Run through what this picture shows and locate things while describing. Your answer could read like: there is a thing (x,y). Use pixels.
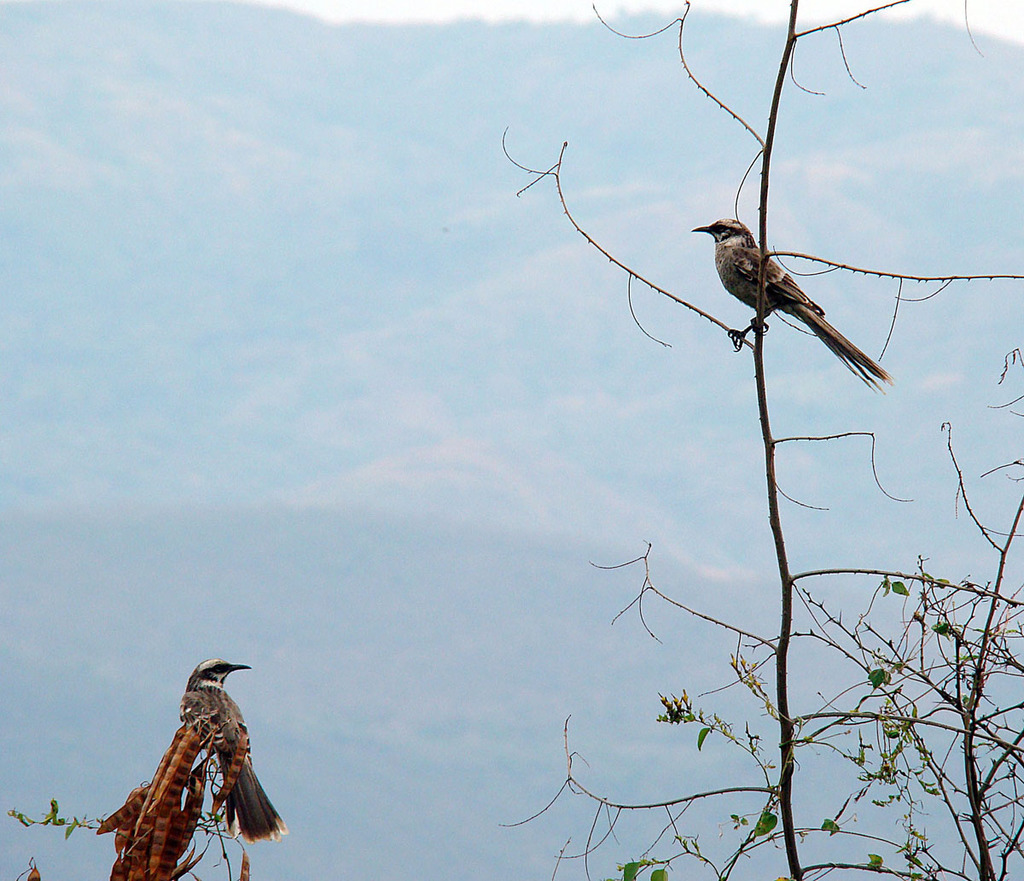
In this image I can see few birds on the dry trees (859,685) and I can see few green leaves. Birds (798,288) are in brown, black and cream color. Back I can see mountains (501,239).
